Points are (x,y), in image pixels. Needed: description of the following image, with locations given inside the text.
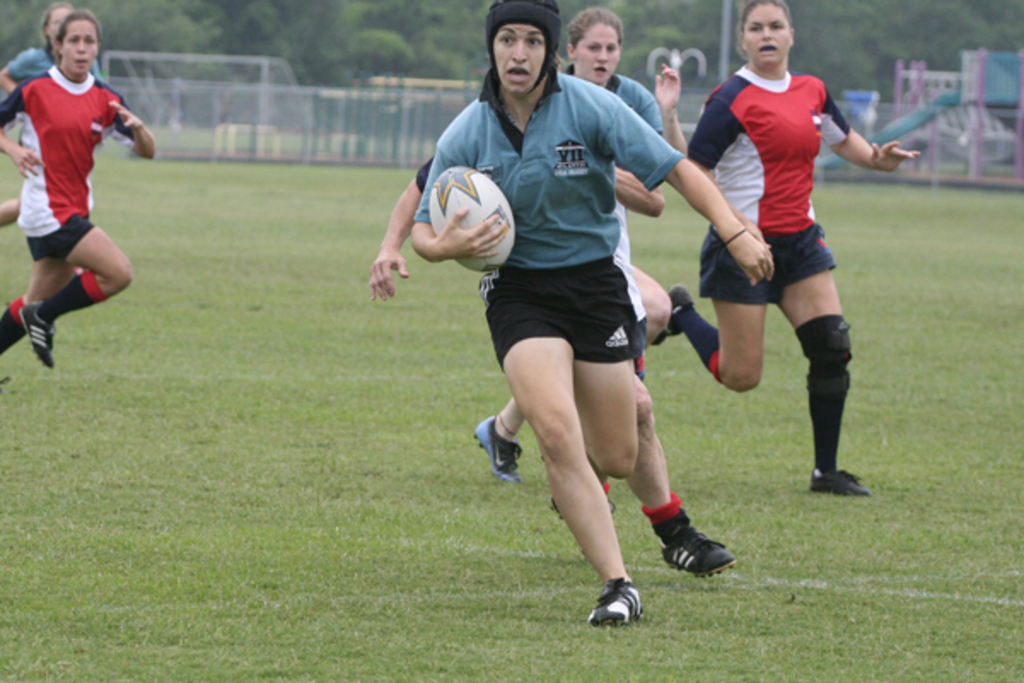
In this image we can see few people (616,139) playing in the ground (251,278), a person (519,209) is holding a ball (472,197) and there is a fence (340,120), few objects (948,98) and trees (455,37) in the background (906,39).
